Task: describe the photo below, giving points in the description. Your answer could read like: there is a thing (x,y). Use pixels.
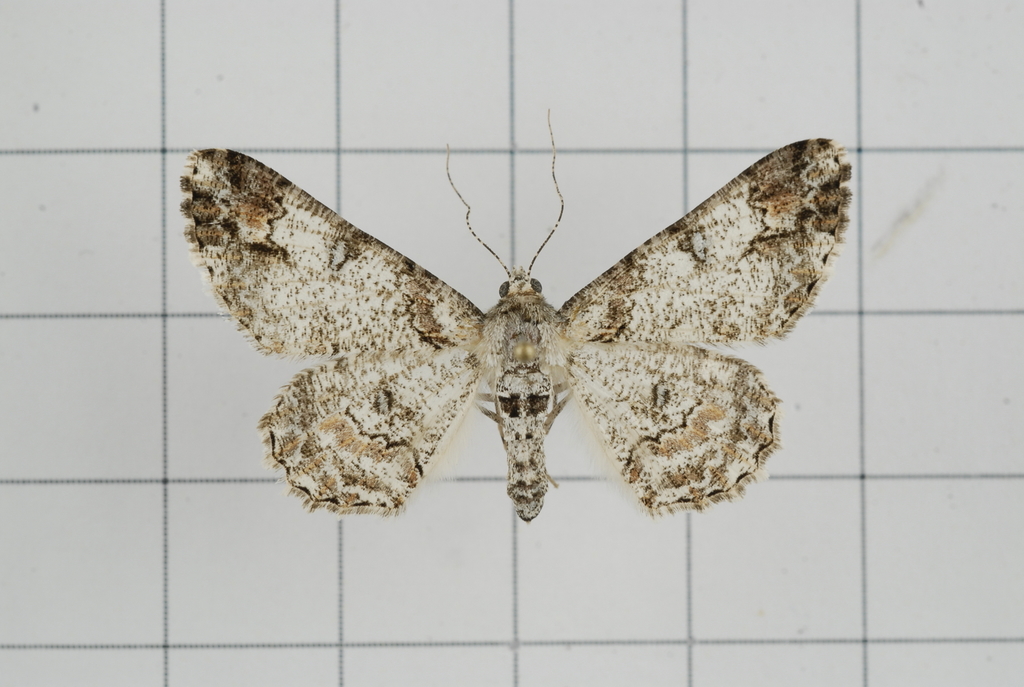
In this image, we can see a butterfly (815,302) on the white surface (672,125).
